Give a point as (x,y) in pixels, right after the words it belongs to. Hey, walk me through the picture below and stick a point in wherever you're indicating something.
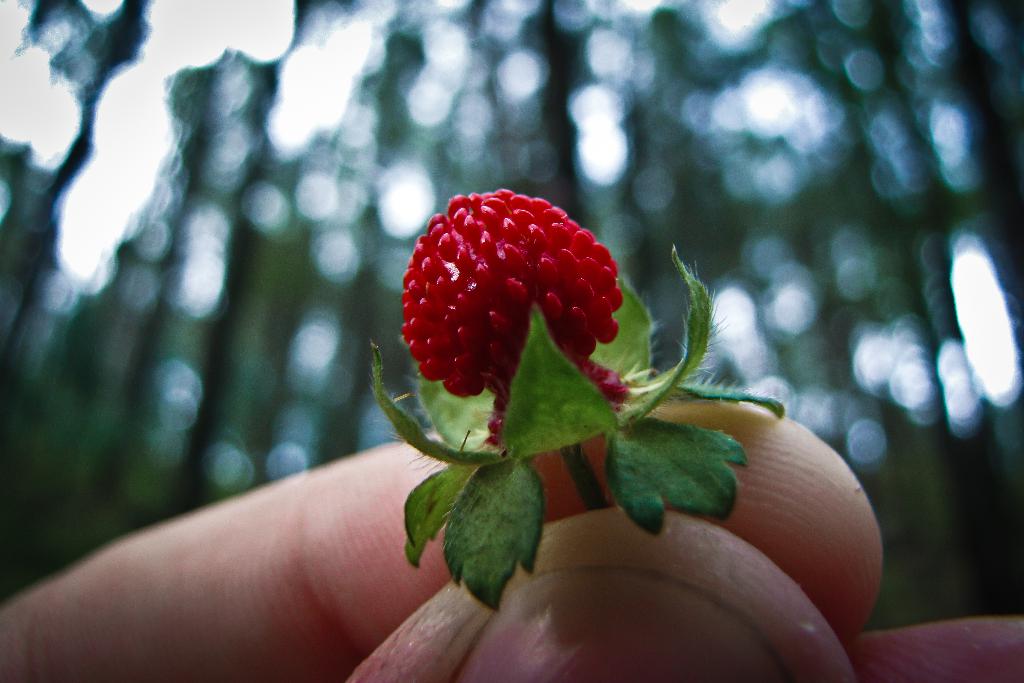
In this image we can see the hand (650,558) of a person (584,515) holding berry (611,394) in red color with leaves (561,384) in it. The background (493,161) is blurred.
